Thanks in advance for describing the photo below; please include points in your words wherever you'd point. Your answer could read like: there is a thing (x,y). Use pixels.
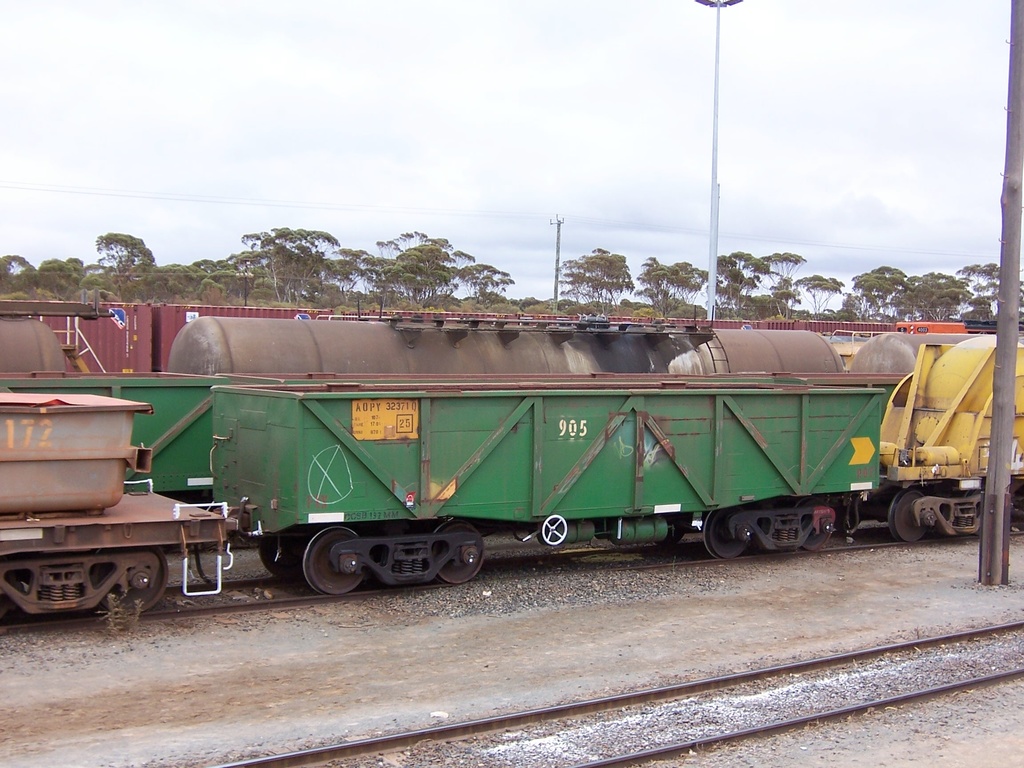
In this image I can see few trains (490,416) on the railway tracks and they are in different color. Back I can see few trees (648,271), poles (246,265) and the sky (530,134) is in white and blue color.
